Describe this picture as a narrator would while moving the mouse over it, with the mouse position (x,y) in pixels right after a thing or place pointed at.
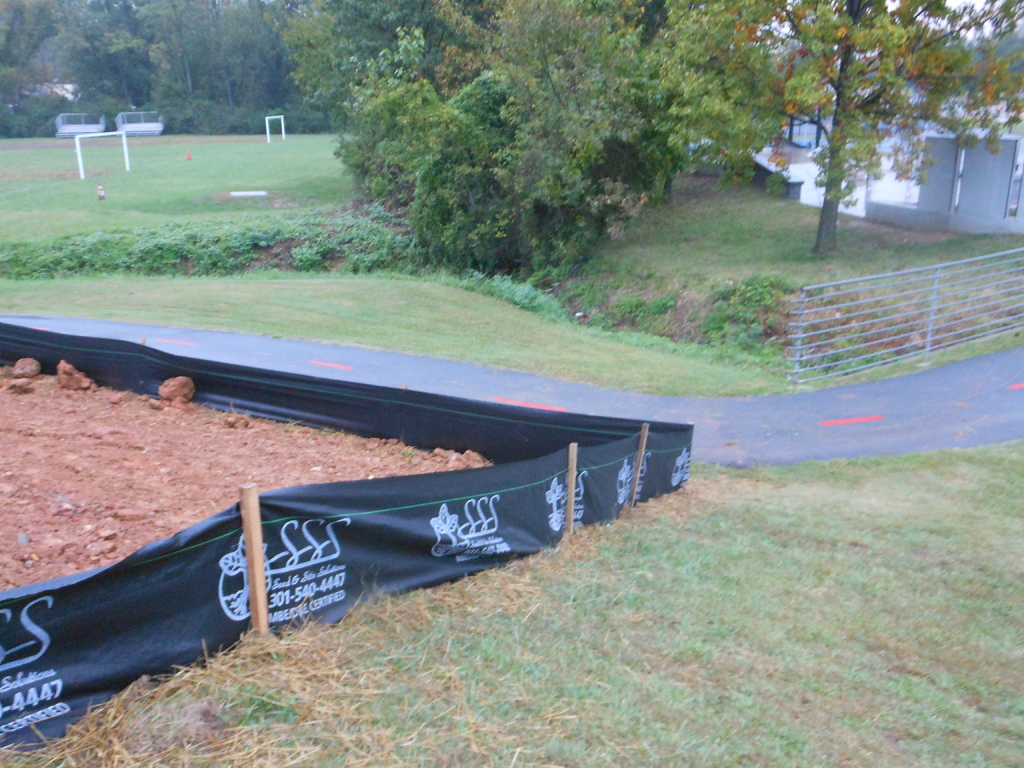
In this picture we can see grass (763,659), fence (650,496) and trees (420,149), and also we can see a house (932,188).
